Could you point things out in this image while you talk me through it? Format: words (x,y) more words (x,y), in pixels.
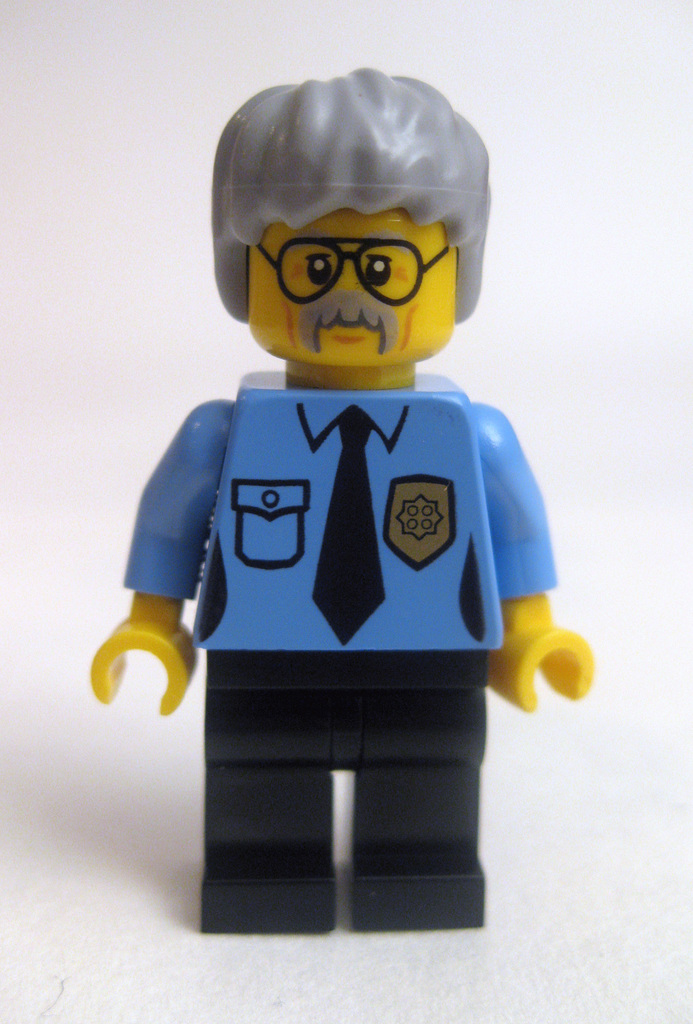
In this image there is a toy of a man (387,391) standing. There are spectacles (344,259) to the toy (353,263). The toy (392,262) is wearing a shirt (454,516), and trousers (472,818) and a tie (336,481). The background (75,67) is white.
